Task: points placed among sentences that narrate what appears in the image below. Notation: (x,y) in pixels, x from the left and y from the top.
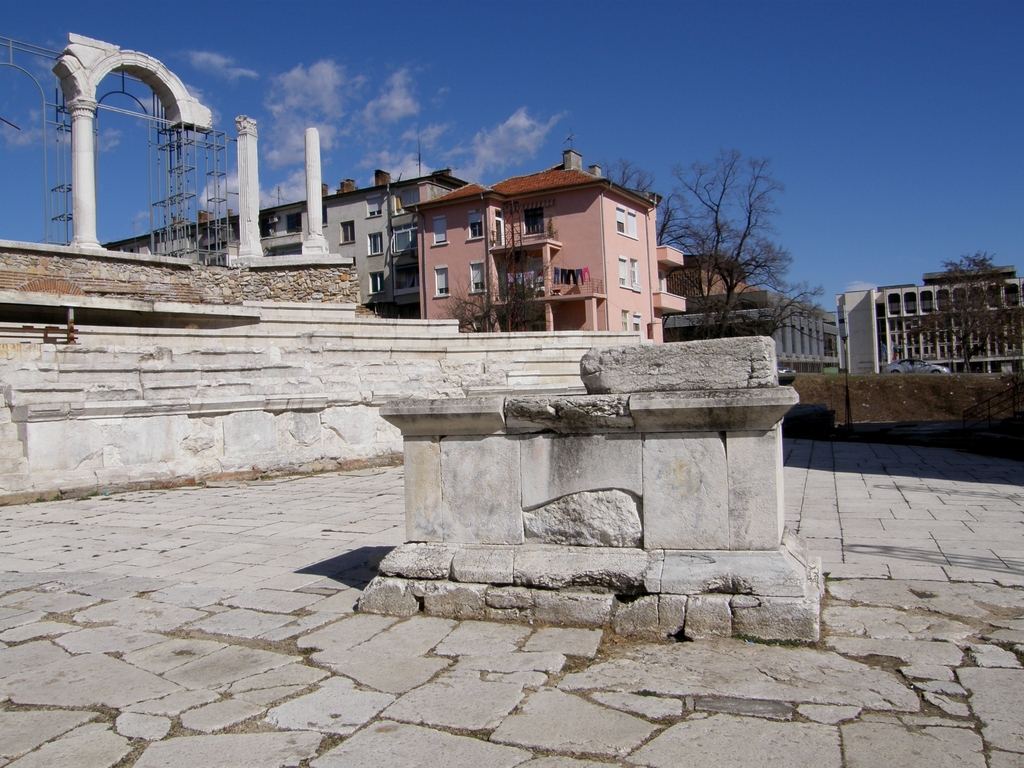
In the foreground of the picture (416,512) there is a construction (426,522) of stones (428,472). On the left (187,196) there are iron frames (159,190), pillars (248,143) and an arch (175,81). In the center of the picture (496,274) there are buildings (606,277) and trees (730,317). On the right (926,349) there are buildings (873,369), tree (943,332), vehicle (927,372) and wall (908,399). Sky (785,116) is sunny.
